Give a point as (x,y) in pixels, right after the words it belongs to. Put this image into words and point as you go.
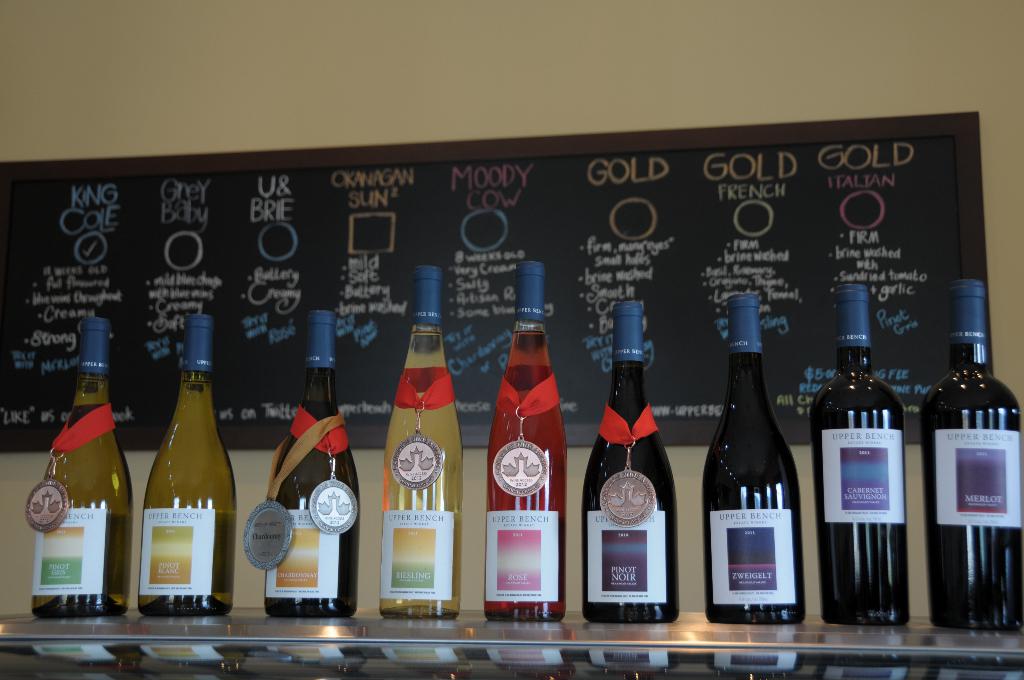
In this image I can see few wine bottles (313,481) are placed on the table (313,624). To the bottles (393,491) I can see the medals (511,469). In the background (150,195) a black color board (323,253) is attached to the wall (281,77). On the board (340,247), I can see some text (715,258).
